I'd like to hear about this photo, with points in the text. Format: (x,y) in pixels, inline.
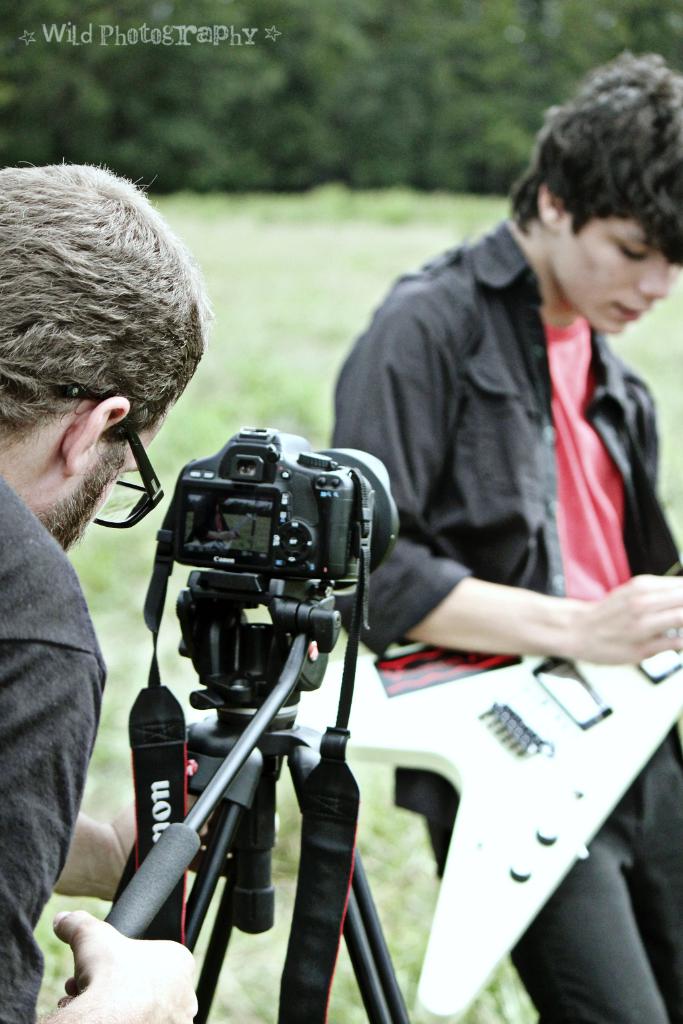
In this I can see on the left side (104,889) a man (22,257) is operating the camera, he wore spectacles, on the right side (526,271) a man (560,463) is standing and playing the guitar (326,677). He wore black color shirt (518,473), trouser (667,913). At the top (351,67) there are trees (351,67).
